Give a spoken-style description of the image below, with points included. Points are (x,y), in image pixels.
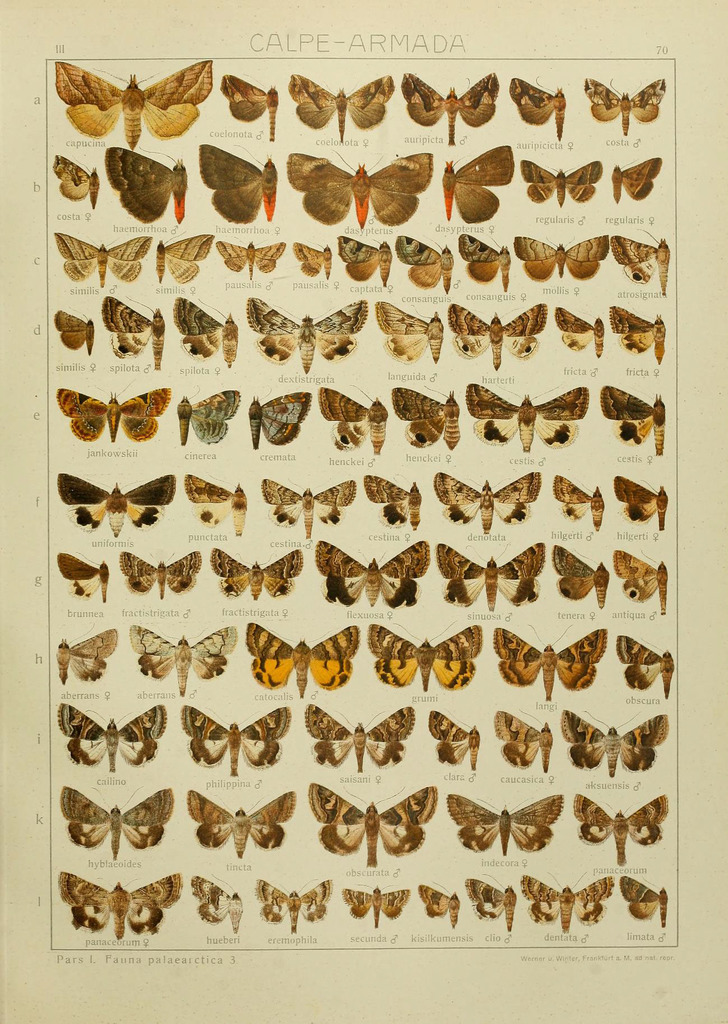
This image consists of a poster (233,450) in which there are many butterflies (528,403).
